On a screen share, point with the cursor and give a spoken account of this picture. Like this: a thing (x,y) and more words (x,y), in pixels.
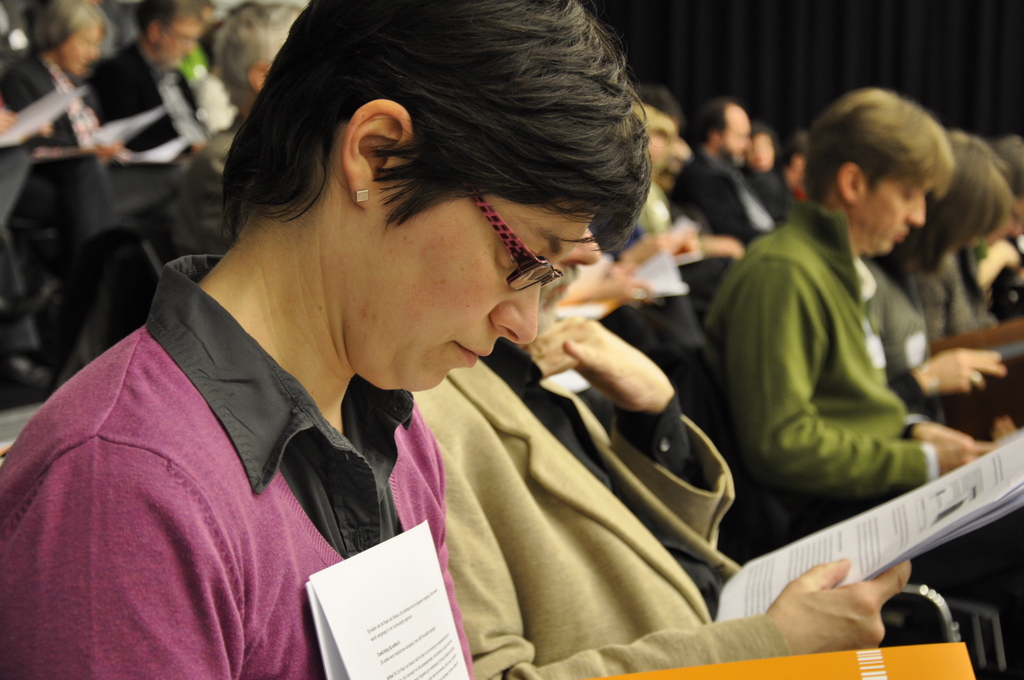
In this image we can see group of persons (331,263) sitting. One woman (361,265) is wearing spectacles (530,259) and pink dress (267,546) is holding a paper (382,592) in her hand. One person (799,265) wearing a green dress (836,424). In the background (680,23), we can see the curtains (906,45).
